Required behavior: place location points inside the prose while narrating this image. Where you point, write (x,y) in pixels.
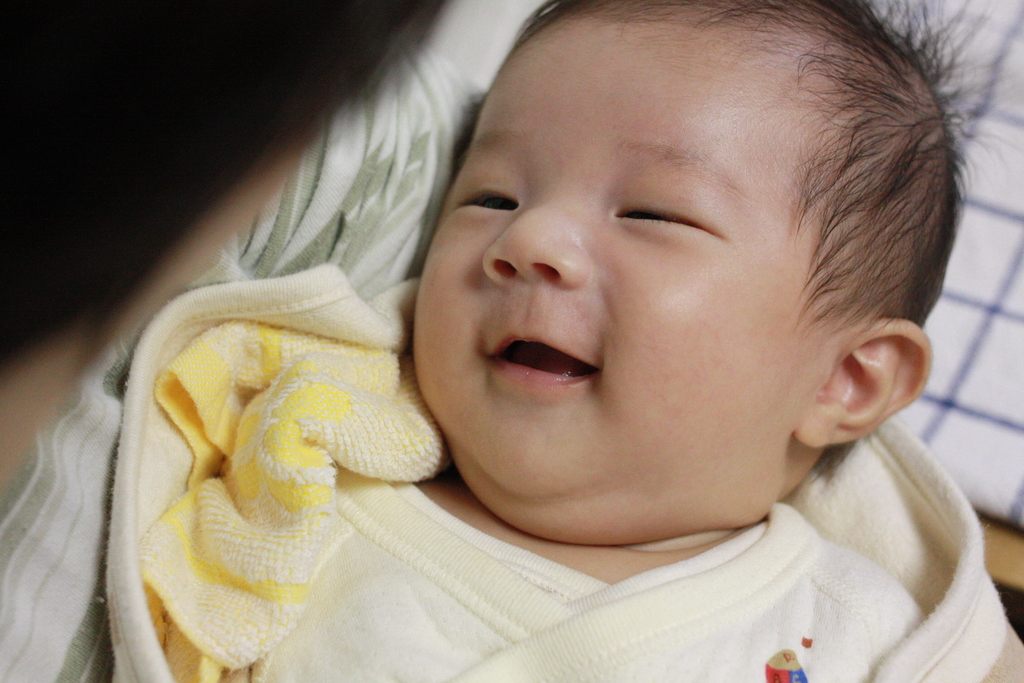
In this picture we can see a baby (636,170) and the baby (562,385) is smiling.
